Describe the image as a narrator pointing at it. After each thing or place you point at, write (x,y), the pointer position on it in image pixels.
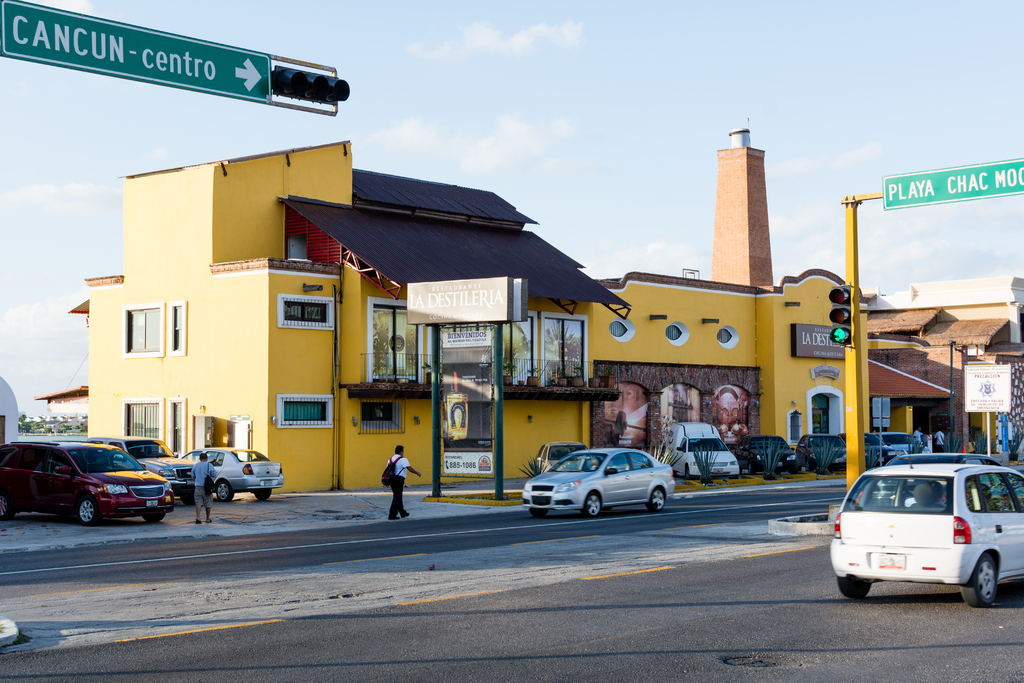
In this image there are vehicles (727,454), road (812,489), buildings (770,431), trees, signal lights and boards (979,406) attached to the poles (850,442), hoardings (803,334), group of people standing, sky (616,190).
